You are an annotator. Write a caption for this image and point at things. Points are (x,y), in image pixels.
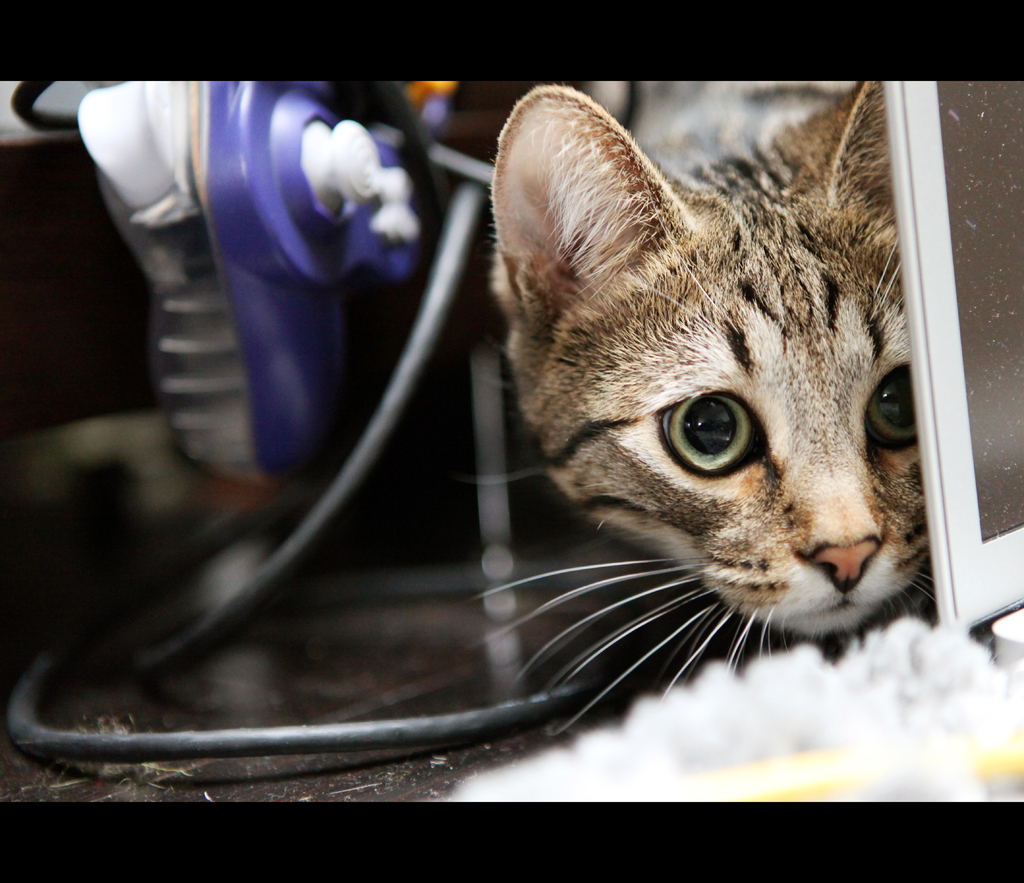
In this image we can see a cat (685,304). We can also see a wire (447,282) and a device (393,195) beside it.
